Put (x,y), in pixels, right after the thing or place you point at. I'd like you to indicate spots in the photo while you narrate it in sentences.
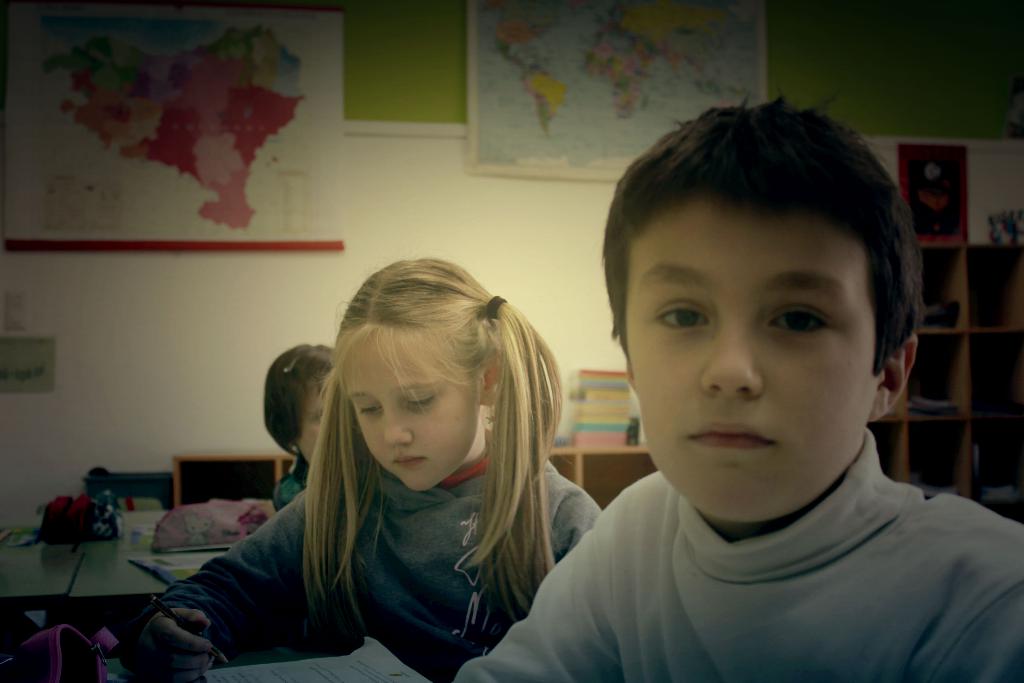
In this image we can see children (374,513) sitting on the chairs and tables (66,575) are placed in front of them. On the tables (282,652) we can see papers (301,656), pouches (96,641) and pens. In the background (336,126) we can see maps (296,130) hanged to the walls (368,143) and books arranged in different shelves (618,460).
